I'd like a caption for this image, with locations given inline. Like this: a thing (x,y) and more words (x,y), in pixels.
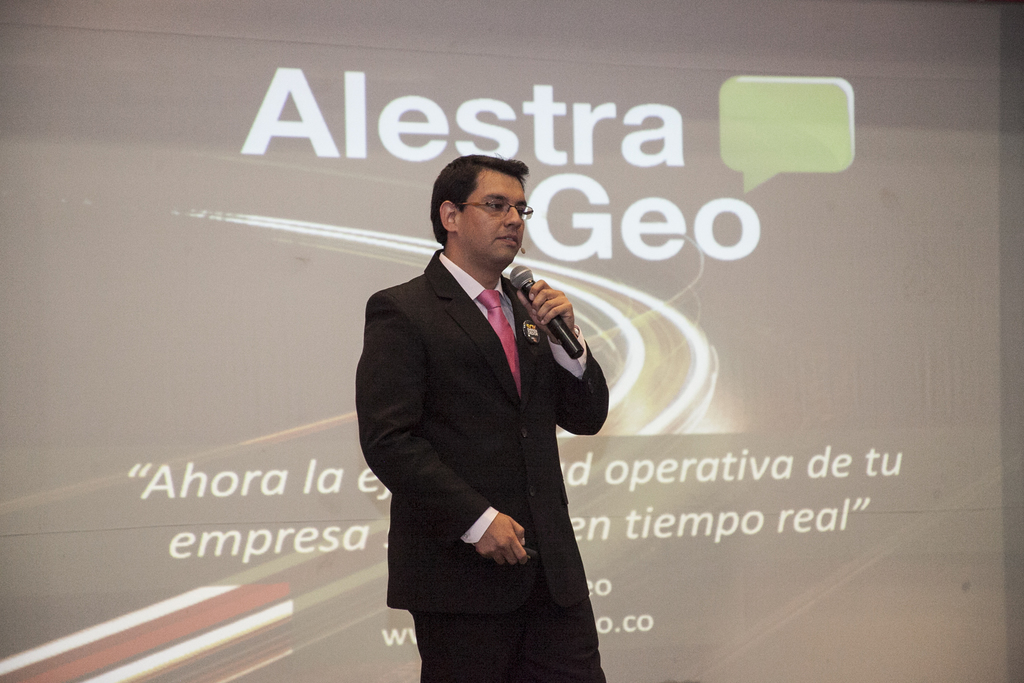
As we can see in the image there is screen (761,90), a man (523,386) wearing black color jacket (473,391) and holding mic (519,277). On screen (701,479) there is something written.
